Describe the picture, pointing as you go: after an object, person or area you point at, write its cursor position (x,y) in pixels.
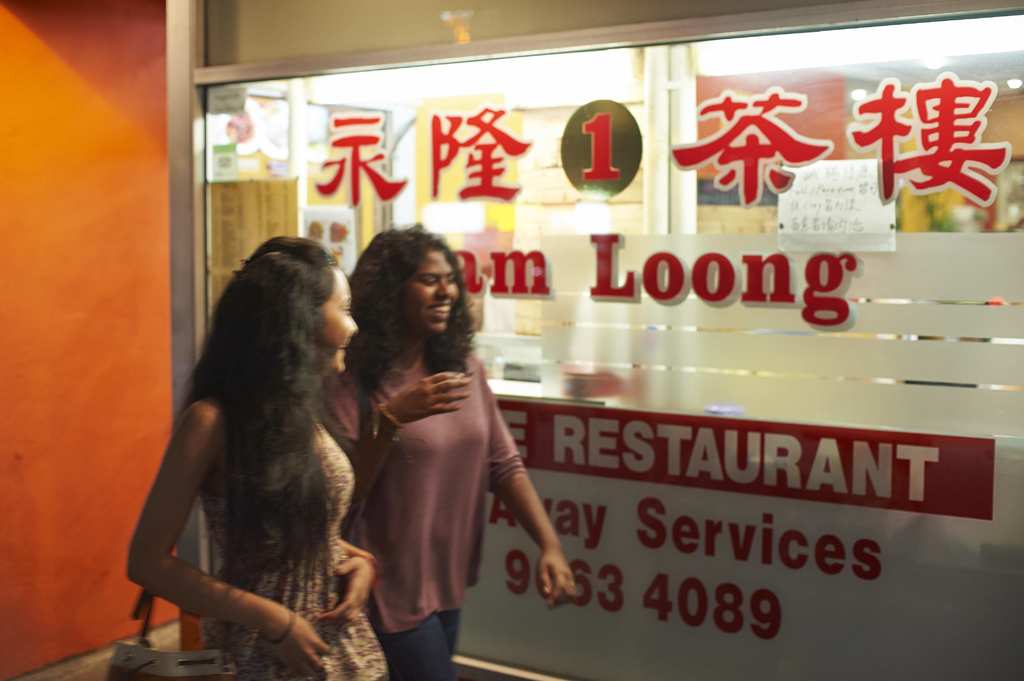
There are two women (331,411) walking. One lady (297,519) is holding a bag (155,654). There is a glass wall (471,153). On the wall (592,186) something is written. On the left side (53,361) there is a wall (56,482).
